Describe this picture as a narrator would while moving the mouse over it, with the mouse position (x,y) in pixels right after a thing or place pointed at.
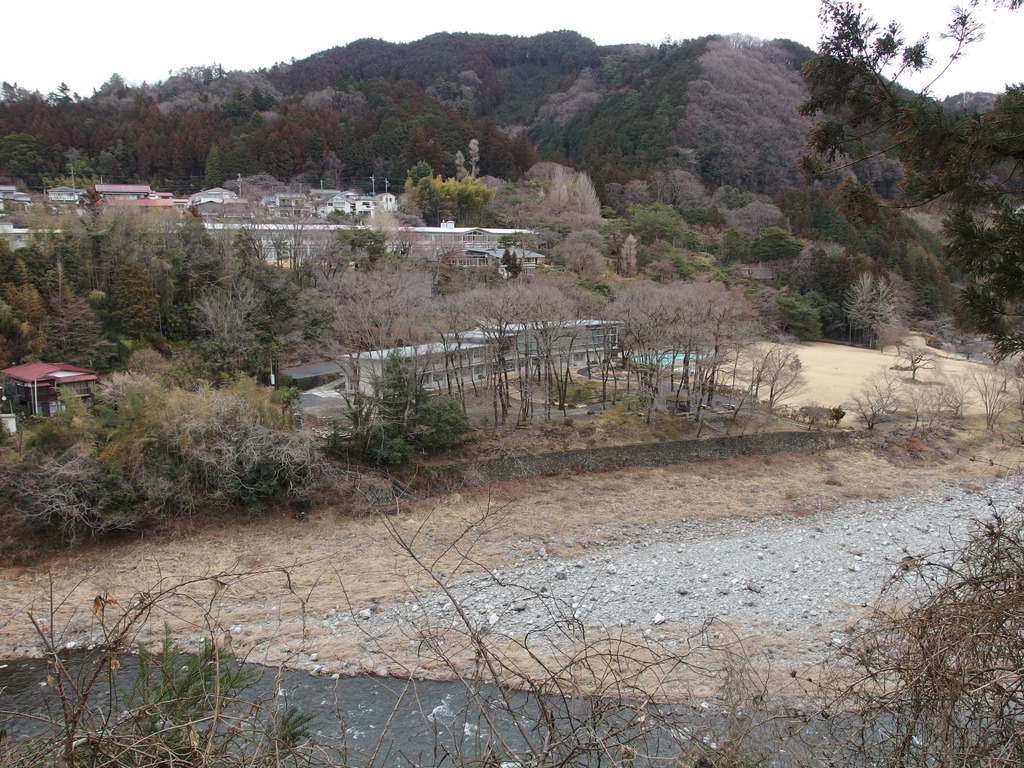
In this image in front (512,730) there is water (460,737). There is mud (715,495). In the background of the image (401,412) there are trees (395,398), buildings (516,250) and sky (278,29).
